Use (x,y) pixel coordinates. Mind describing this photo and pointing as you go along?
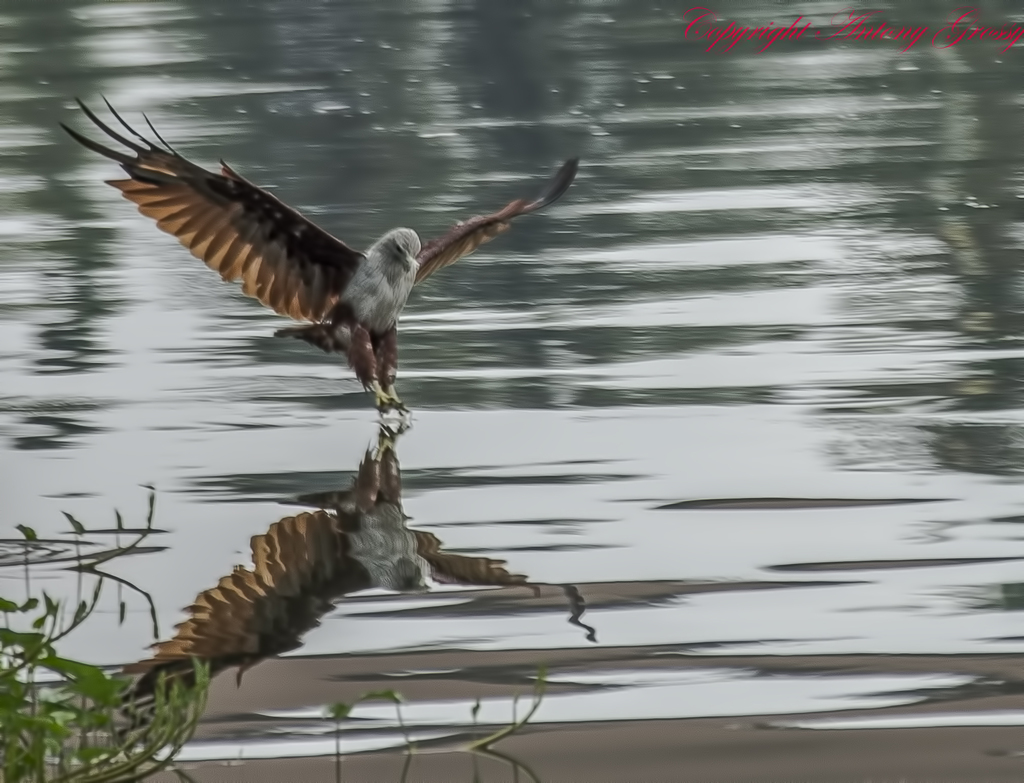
In the foreground of this image (338,321), there is a bird (360,353) above the water surface (414,365) and at the bottom (108,726), there is greenery (87,750).
